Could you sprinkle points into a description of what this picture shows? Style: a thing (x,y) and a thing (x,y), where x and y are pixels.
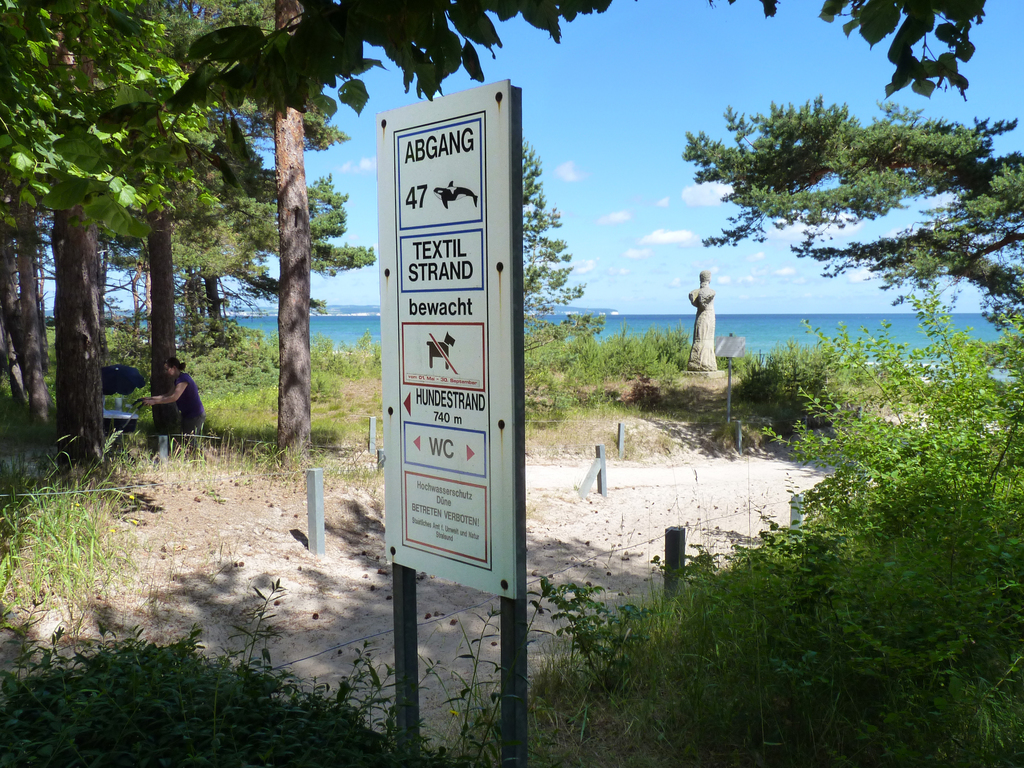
In the foreground of this image (460,390), there is a board (453,403). At the bottom (729,672), there are plants (848,659) and the grass (664,682). In the background (133,419), there is a woman (161,405), a cart like an object (122,425), trees (245,289), a sculpture (712,317), water (779,319), sky (643,84) and the cloud (690,199).
